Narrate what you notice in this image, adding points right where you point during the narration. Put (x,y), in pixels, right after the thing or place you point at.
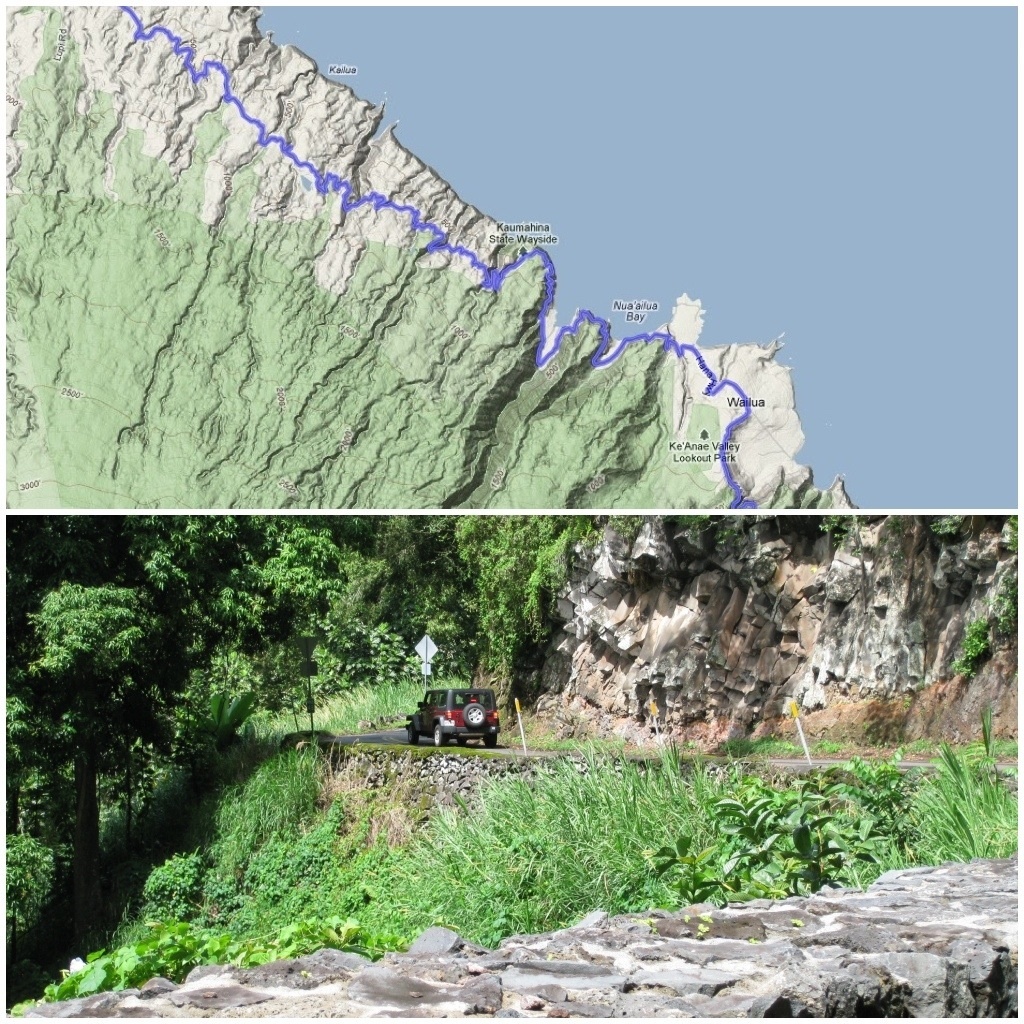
This is collage image in this image there is car (494,732) on road (812,764) and there are trees (236,642) in another image there is a map (483,326).
